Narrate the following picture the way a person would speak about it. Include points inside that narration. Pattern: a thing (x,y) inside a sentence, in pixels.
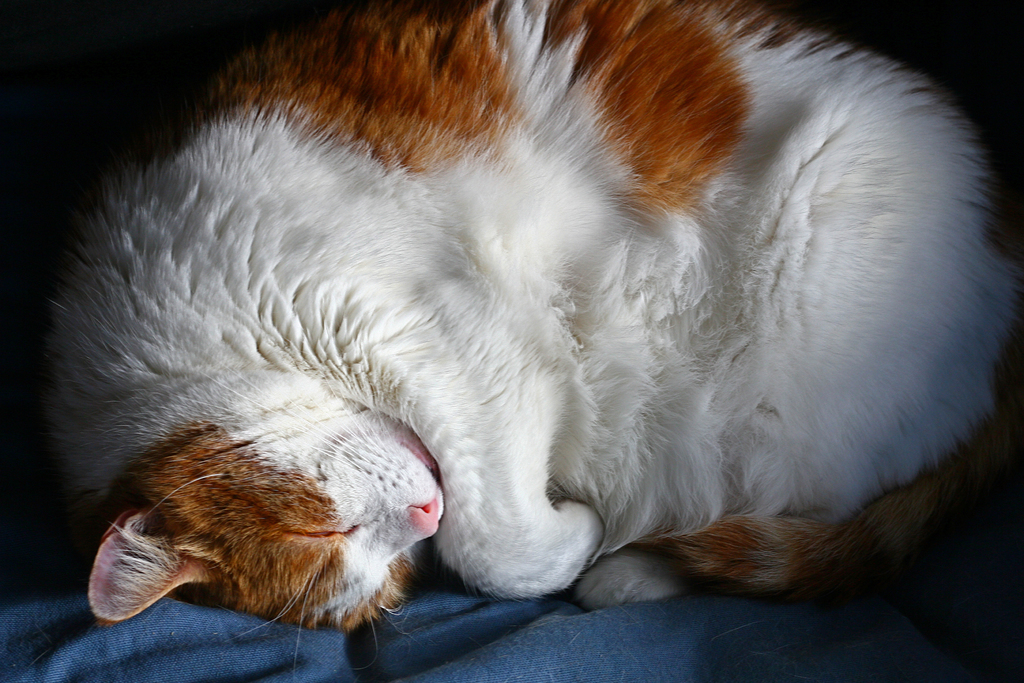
In this image, we can see a white and brown color cat (308,266) sleeping.
